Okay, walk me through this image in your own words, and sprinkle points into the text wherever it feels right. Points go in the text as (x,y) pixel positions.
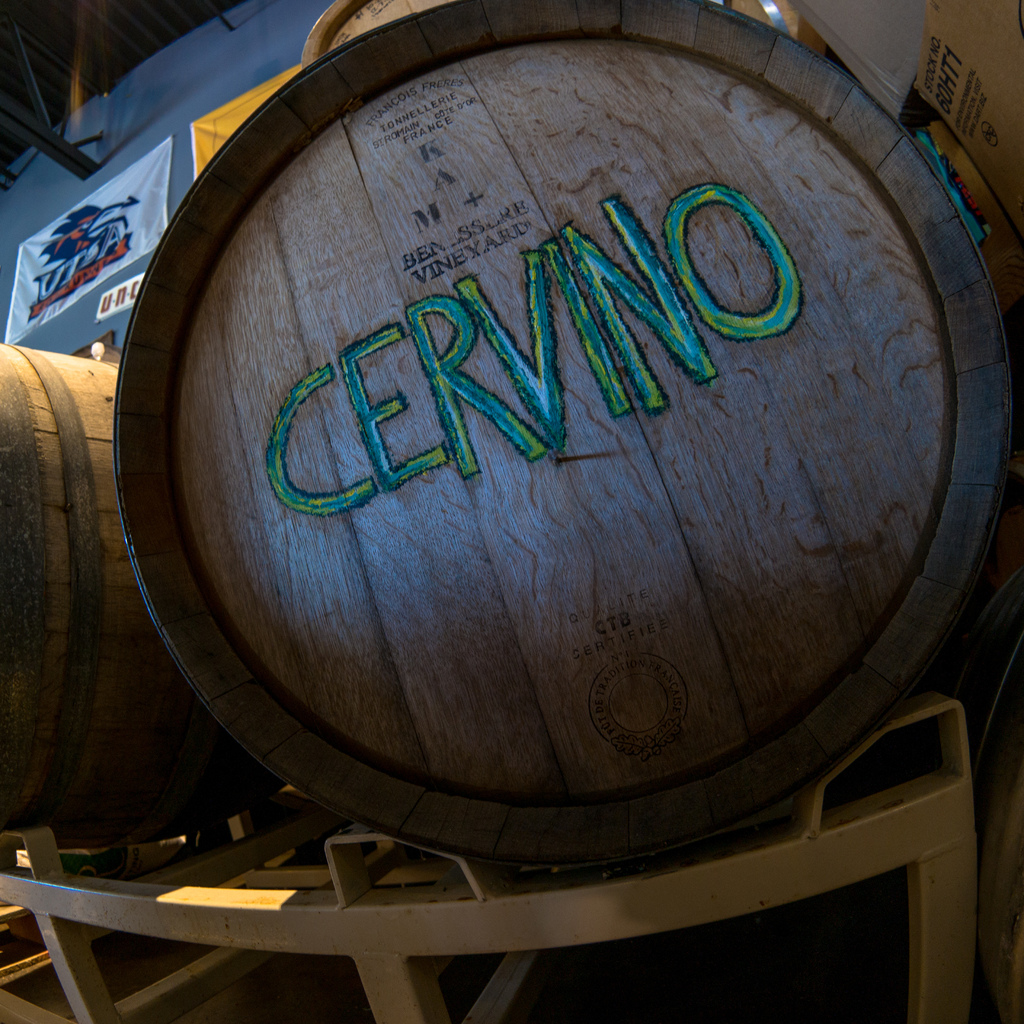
In this picture I can see few barrels (271,489) on the metal stand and I can see text (400,473) on the barrel (486,396) and I can see a cloth (73,216) with a picture (92,209), on the wall (28,195).
